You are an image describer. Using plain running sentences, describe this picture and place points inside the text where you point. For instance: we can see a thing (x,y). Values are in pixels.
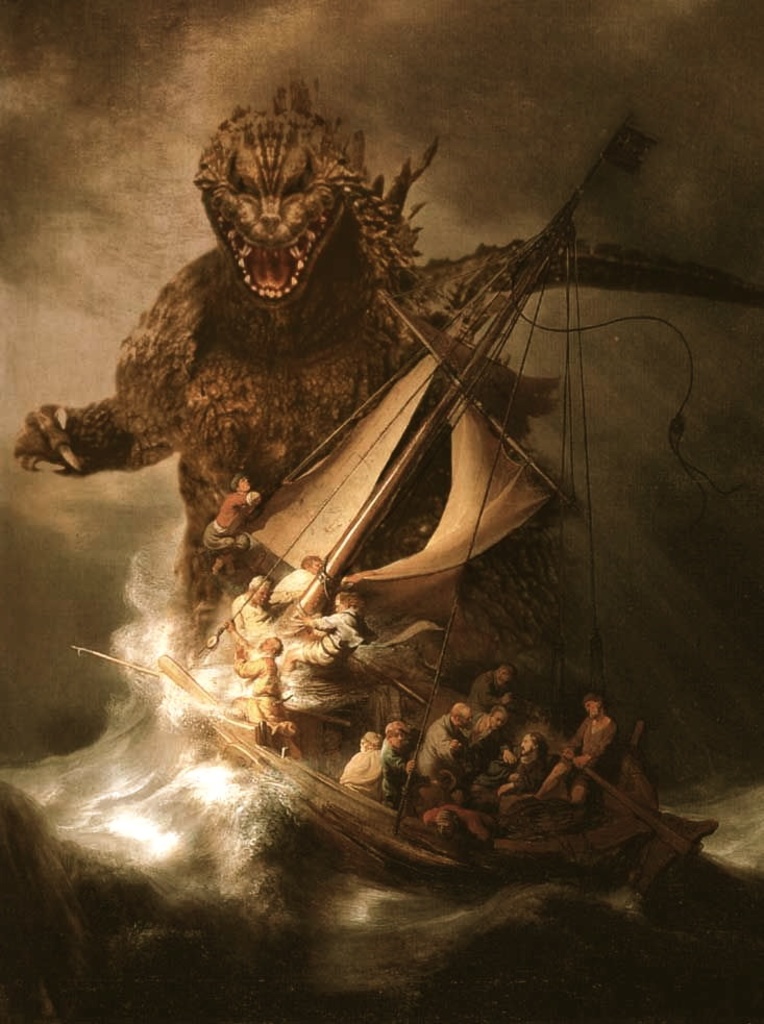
Here we can see a graphical image, in this picture we can see water (444,924) at the bottom (471,889), there is a boat (459,860) here, we can see few people (354,628) in the boat (329,723).
